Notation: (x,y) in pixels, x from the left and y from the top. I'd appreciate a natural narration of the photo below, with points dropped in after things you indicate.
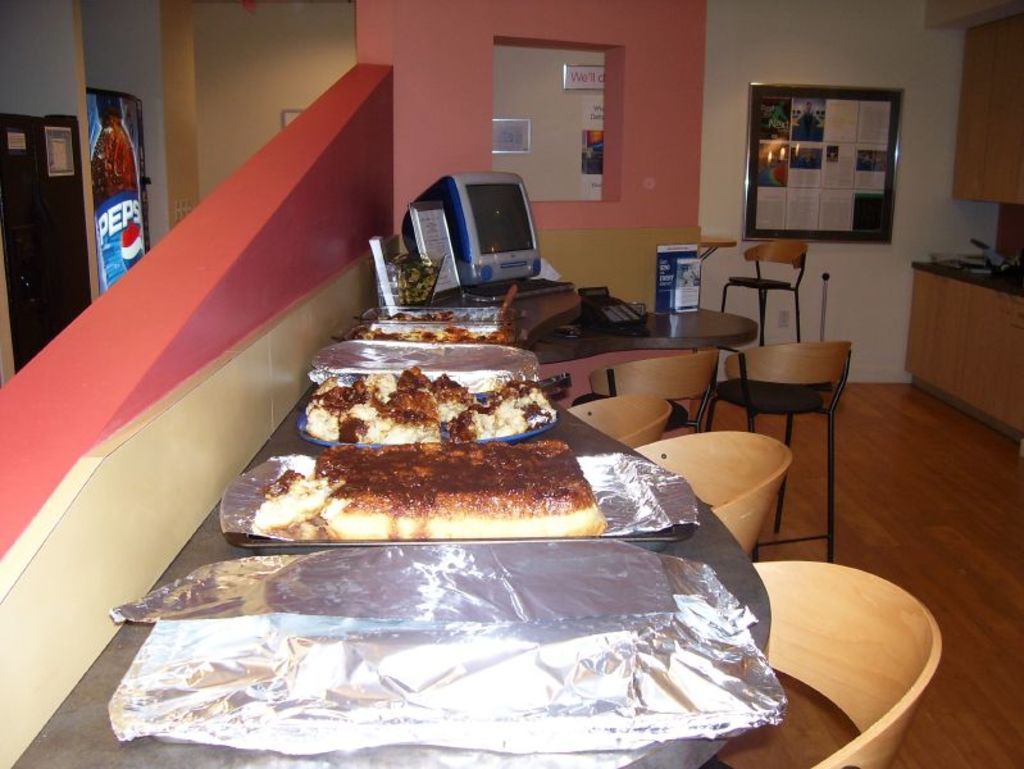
In this image I can see the tray (426,485) with food (387,459). Under the food (378,535) I can see silver covers (391,578). These are on the table (551,297). To the side there is a system (483,259) and the board (693,264). In-front of the table (751,576) I can see the chairs (761,470). In the background (776,202) there are boards (798,167) to the wall (693,77). To the left (110,184) I can see the vending machine (106,167).
